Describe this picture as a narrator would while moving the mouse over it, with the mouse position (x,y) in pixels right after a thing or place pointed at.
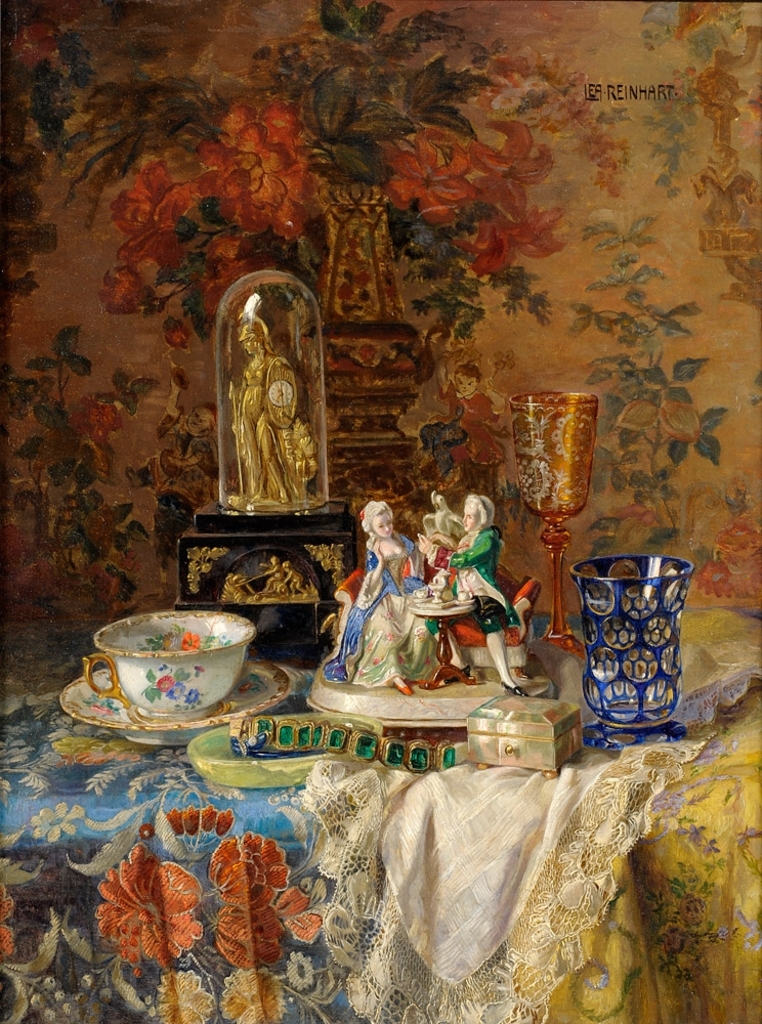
There is a sculpture (394,653), cup (196,688), saucer (123,716) and glasses (628,687).
